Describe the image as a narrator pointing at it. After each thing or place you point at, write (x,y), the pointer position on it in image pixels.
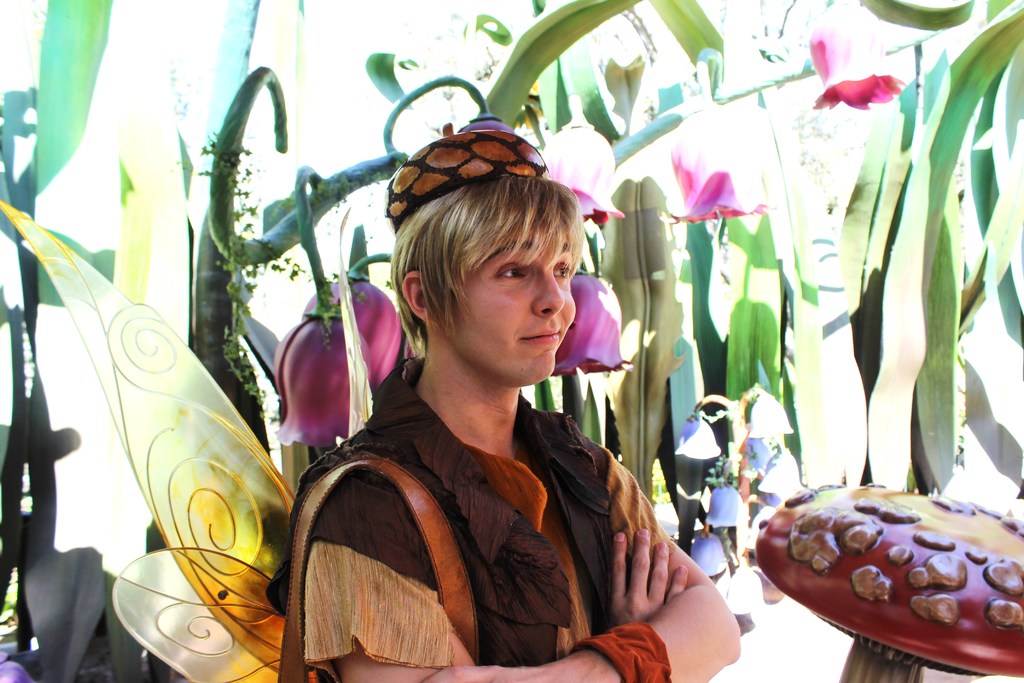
In this picture there is a person (625,654) standing and he has wings (135,322). At the back (616,141) there are trees (53,416) and flowers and there is a mushroom (922,527).
